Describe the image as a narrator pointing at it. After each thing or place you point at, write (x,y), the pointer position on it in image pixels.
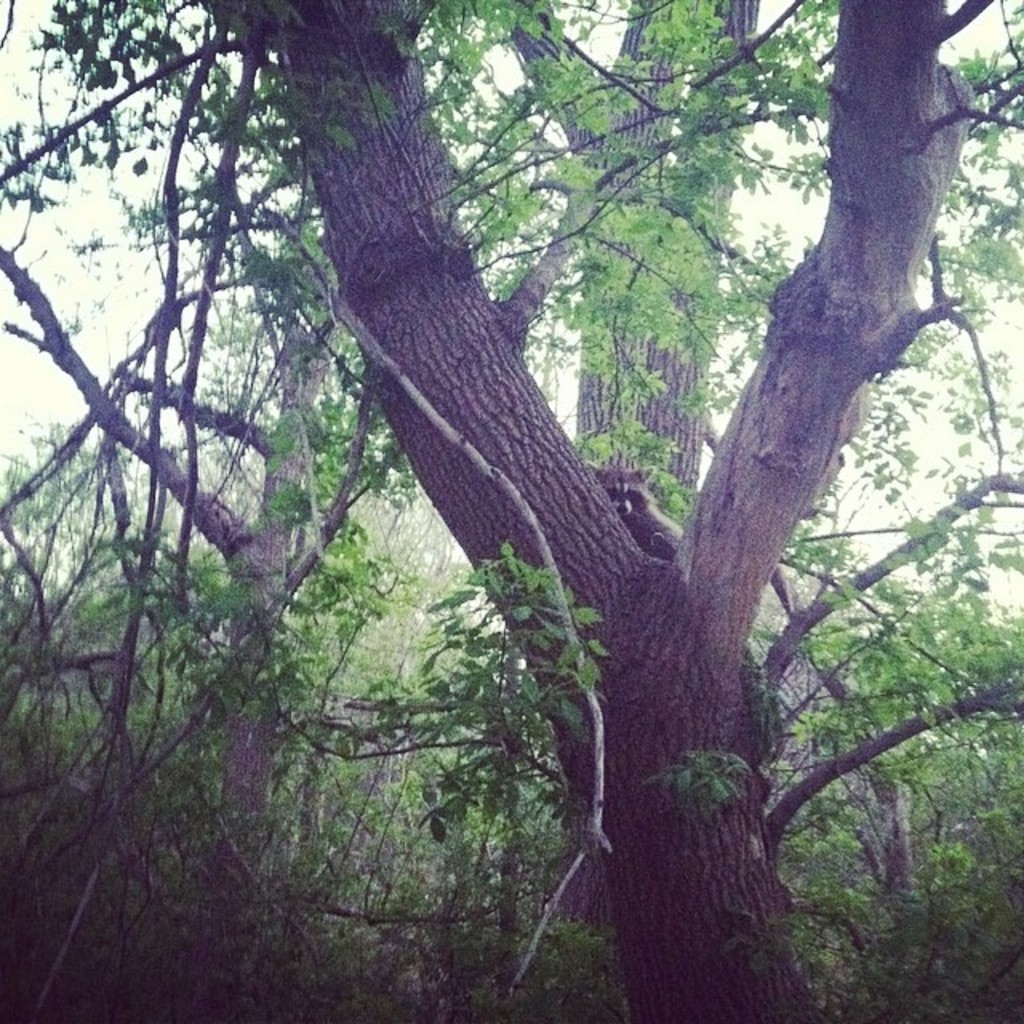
In the picture we can see full of trees (821,612) and plants (237,660).
